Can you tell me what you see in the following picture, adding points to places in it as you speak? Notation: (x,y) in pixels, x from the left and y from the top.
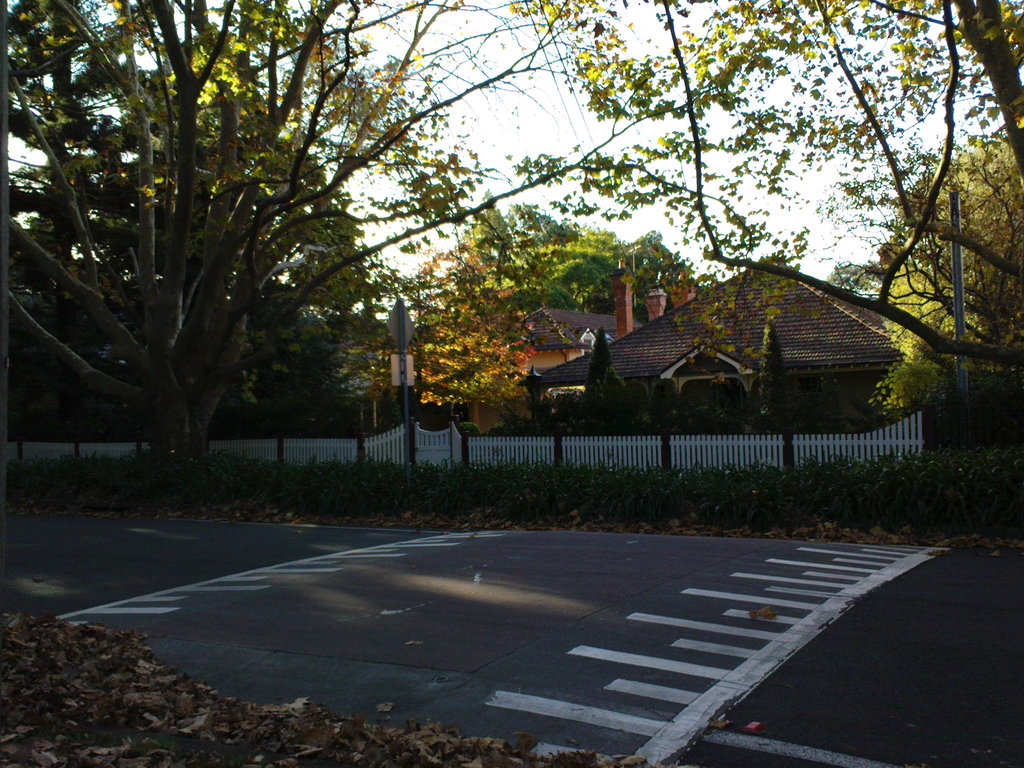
In this image I can see a road (282,597), on the road (369,611) I can see a zebra crossing lines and I can see trees (447,330) in front of the house (728,363) and I can see a fence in front of the house (733,397) and I can see a house (833,345) in the middle (671,346) and I can see the sky (525,137) and power line cables (579,108) at the top (589,131).
